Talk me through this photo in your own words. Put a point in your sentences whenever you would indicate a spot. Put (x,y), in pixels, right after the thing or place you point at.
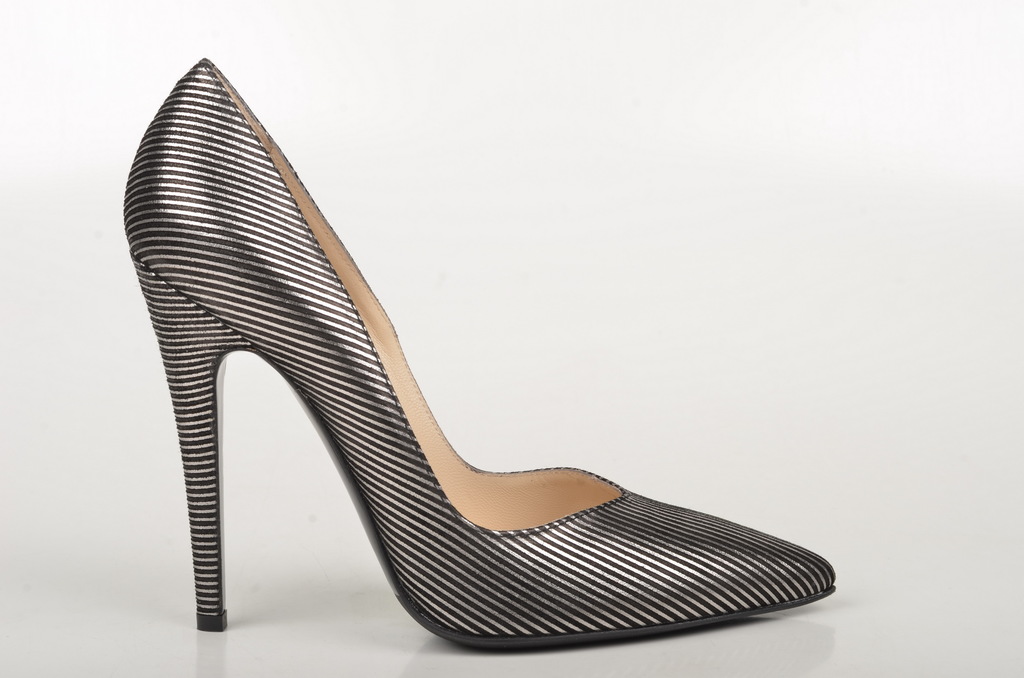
This image consists of a pump (308,400) in black and silver color is kept on the floor (74,579). The background is white in color.
